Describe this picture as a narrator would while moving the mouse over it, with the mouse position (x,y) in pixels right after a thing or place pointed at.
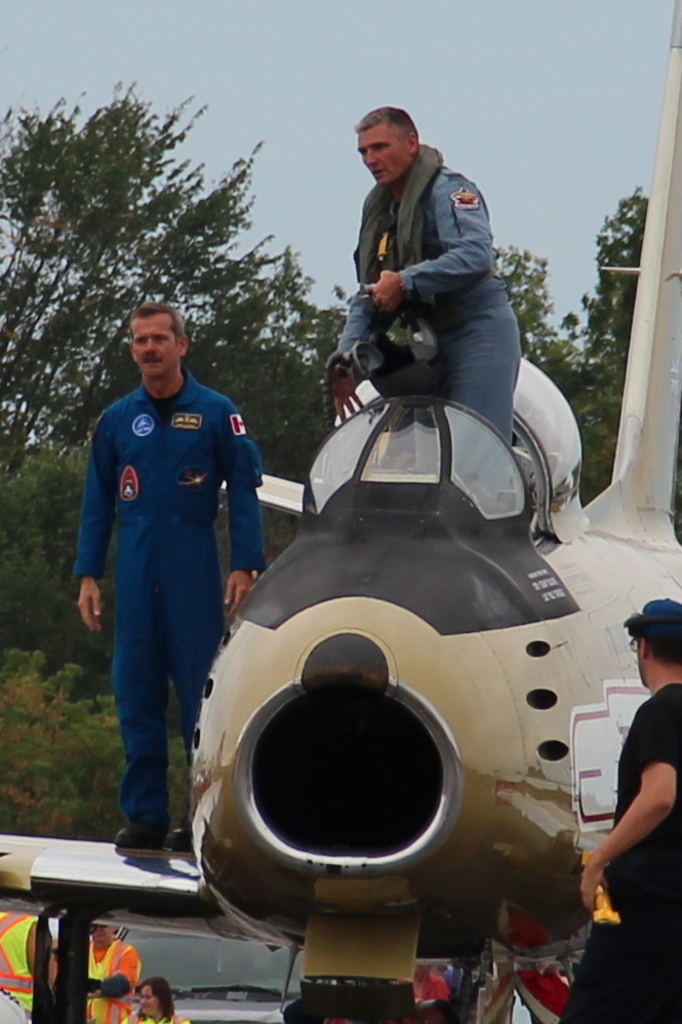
In this image there is an airplane (387,781) in the front (459,809). On the airplane (389,668) there are persons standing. In the background (227,997) there is car (212,994) and there are persons (19,976) and there are trees (527,314).
